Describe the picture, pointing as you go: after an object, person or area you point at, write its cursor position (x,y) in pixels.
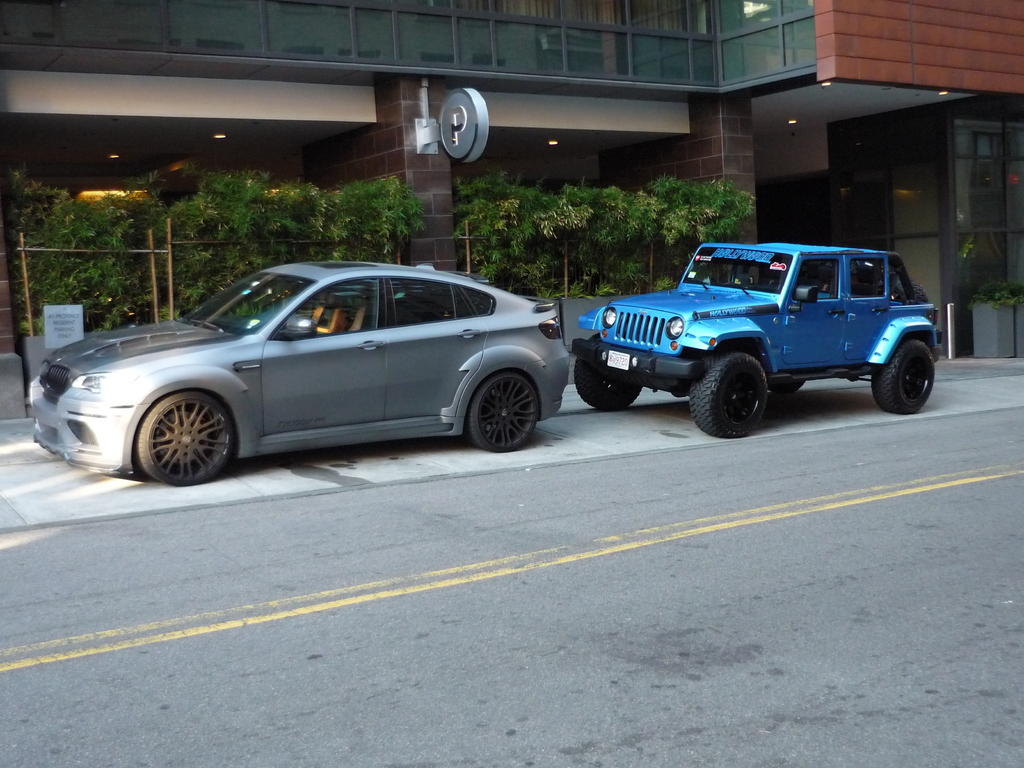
In this picture I can see two cars (439,360) which are parked near to the plants (490,200). At the bottom (412,678) I can see the road (673,696). In the back (312,66) I can see the door (962,126), building (245,139), pillar (433,193), sign boards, lights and sticks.
